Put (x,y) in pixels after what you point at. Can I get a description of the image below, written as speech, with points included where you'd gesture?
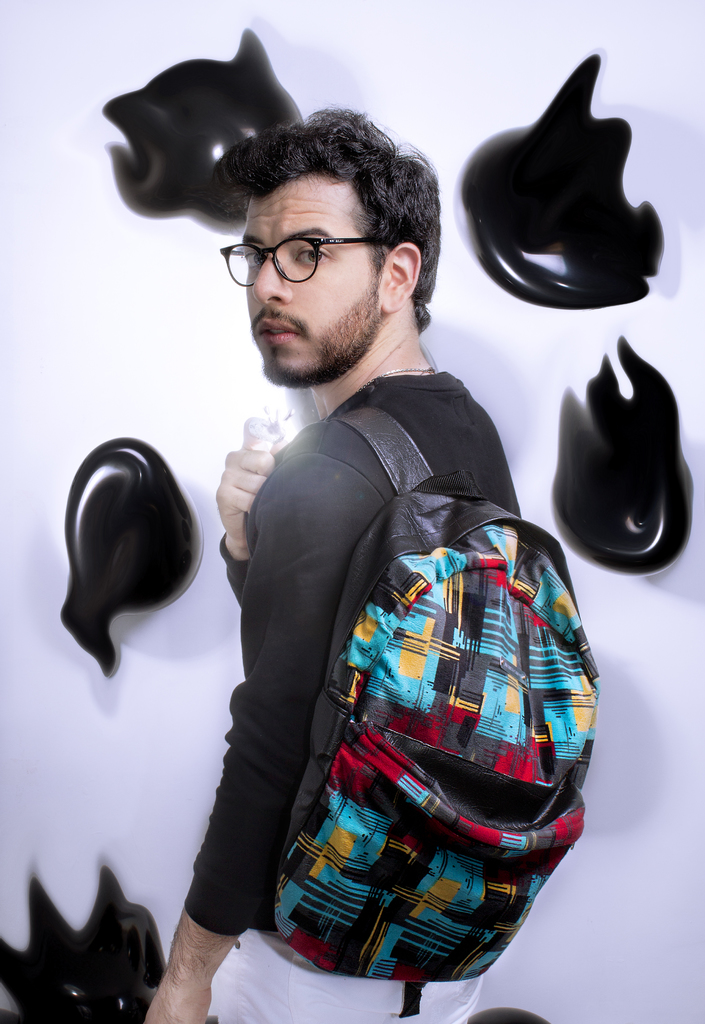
In this image there is a man (309,715) standing in the center (355,621) wearing a bag (447,660). In the background (190,132) there are objects (111,451) hanged on the wall (231,336) which are black in colour.
